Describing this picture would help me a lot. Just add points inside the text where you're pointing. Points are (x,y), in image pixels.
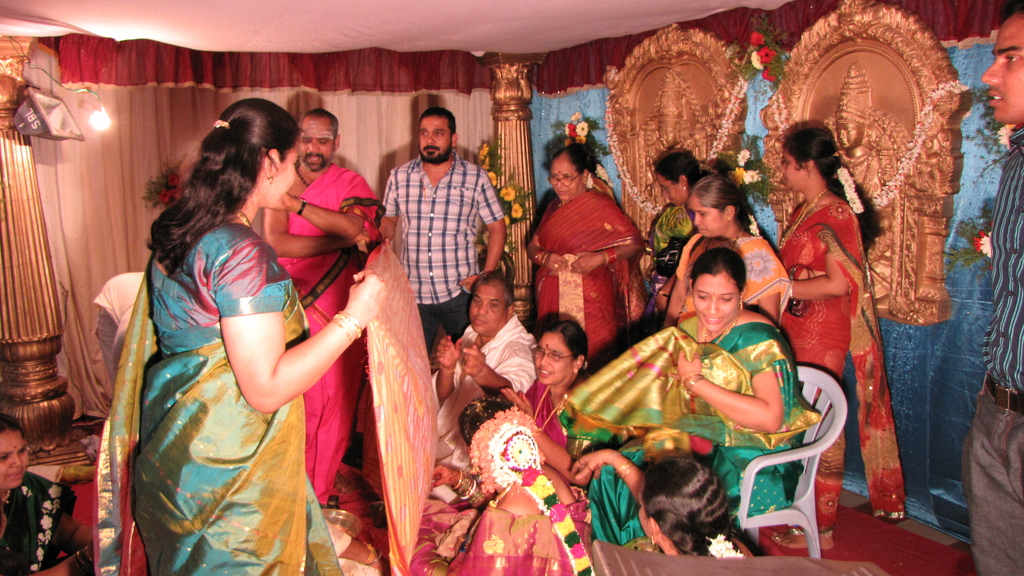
This image is taken during wedding. In this image we can see the bride (526,446) with parents (524,392). We can also see a women (755,412) sitting on the chair (805,478) and we can see a few people (484,223) standing on the red carpet (849,532). There is a woman (361,292) holding the cloth (396,494). In the background (31,297) we can see the pillars (507,121), cloth (164,152), idols (861,83) and some flower decors (776,51). At the top (445,14) we can see the white cloth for shelter (472,37).
